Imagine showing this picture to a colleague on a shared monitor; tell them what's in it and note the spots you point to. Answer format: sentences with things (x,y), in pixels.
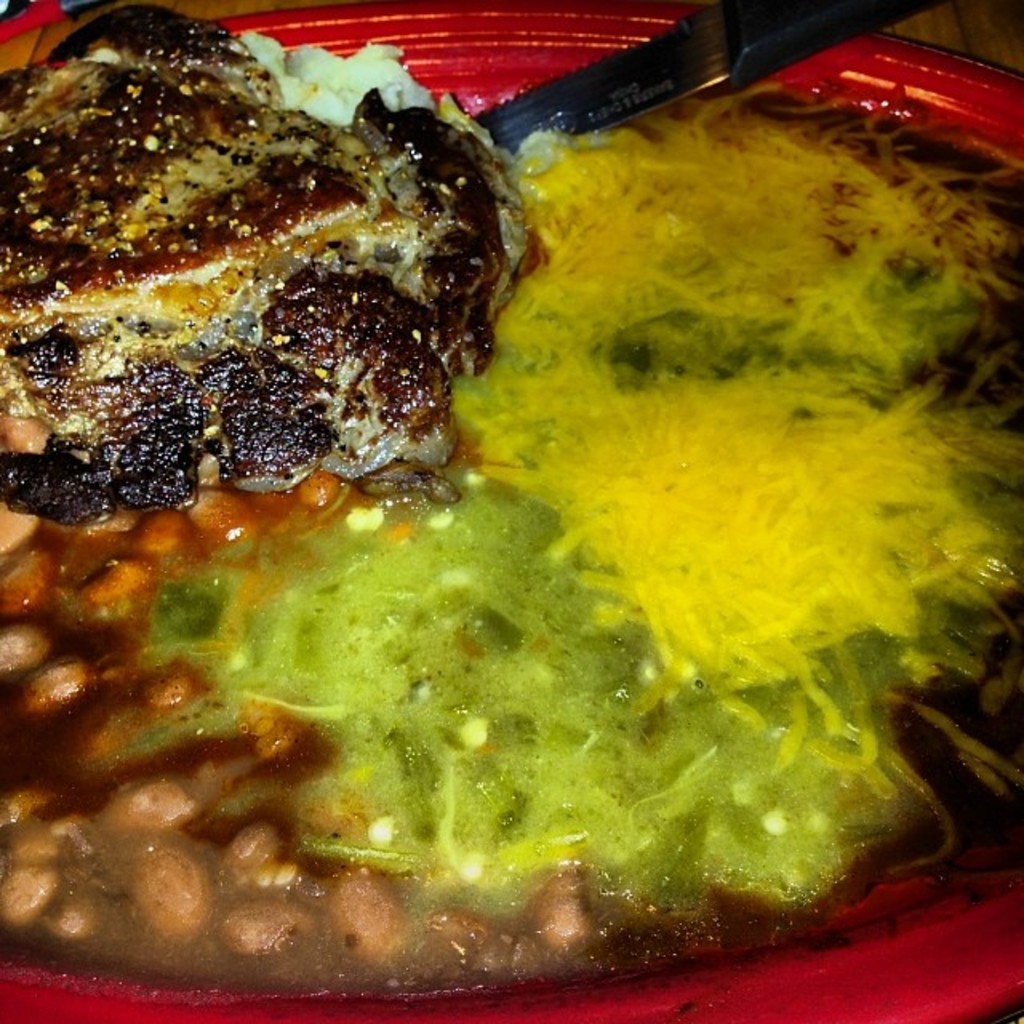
In the image we can see there is a plate (969,79) in which there is a food item (552,505) and a meat piece (406,250). There is a knife (798,31) kept in the plate (664,137).
